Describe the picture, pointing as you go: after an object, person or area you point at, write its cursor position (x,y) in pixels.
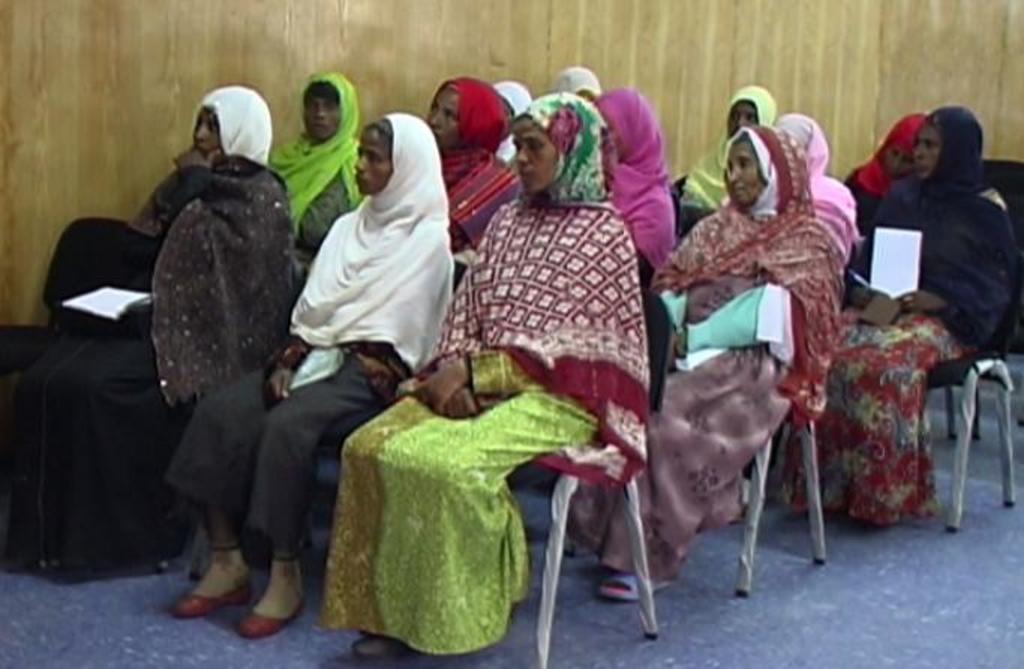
The image is inside the room (806,659). In the image there are group of people (485,345) sitting on chair (647,555), in background (819,54) there is a yellow color wall (536,12).
